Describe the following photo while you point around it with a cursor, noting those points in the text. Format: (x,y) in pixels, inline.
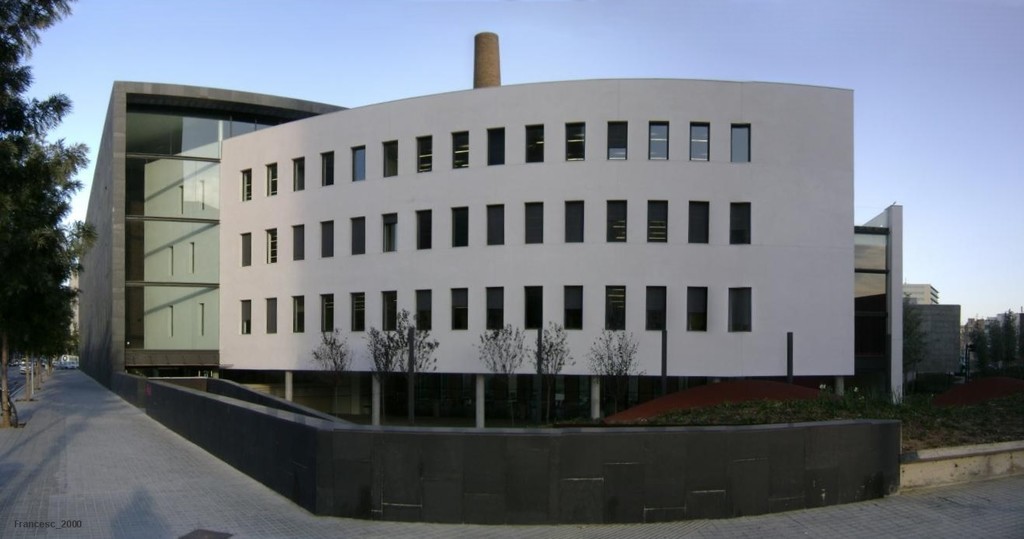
In this image we can see a few buildings (548,283), plants (412,356), trees (10,47), grass (870,399), there is a vehicle (19,368), also we can see the sky (873,119).
